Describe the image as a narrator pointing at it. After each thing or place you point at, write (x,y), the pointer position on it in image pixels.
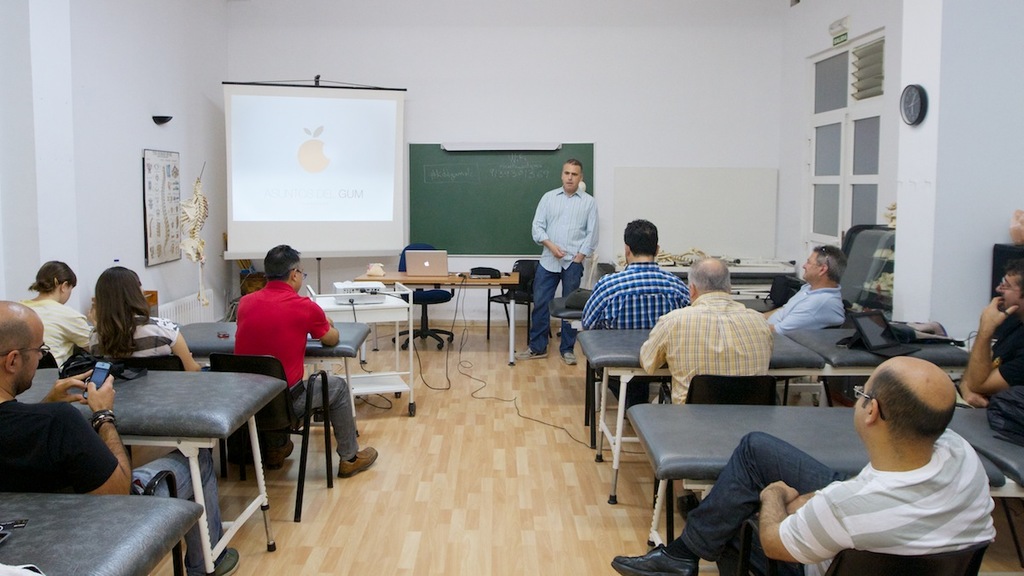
There are few people (79,452) sitting on the chairs (228,361). These are the tables (129,513). This is the laptop (871,345) placed on the table (818,353). Here is a man (560,257) standing. This is another table (403,278) with laptop (445,274) and some objects (490,275) on it. This is the projector (352,290). This is the screen (331,183) hanging. I can see a wall clock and the photo frame (153,202) attached to the wall (101,165). At the background (477,199) I can see the green board (487,191) attached to the wall (614,144). I can find some empty chairs (518,292). This looks like a skeleton (690,253) on the table (768,269).
